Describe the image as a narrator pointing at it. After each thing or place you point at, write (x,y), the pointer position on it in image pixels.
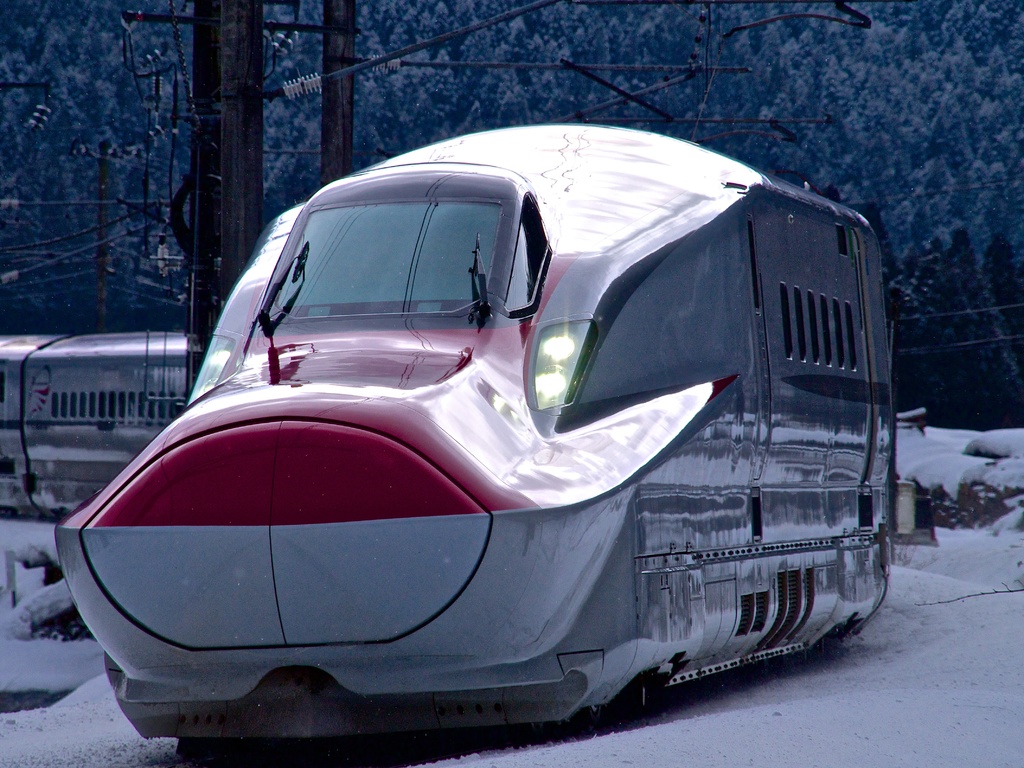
In the center of the image (598,355) we can see a train (362,512). In the background of the image (36,544) we can see the poles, wires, snow (910,742) and trees (774,164).
